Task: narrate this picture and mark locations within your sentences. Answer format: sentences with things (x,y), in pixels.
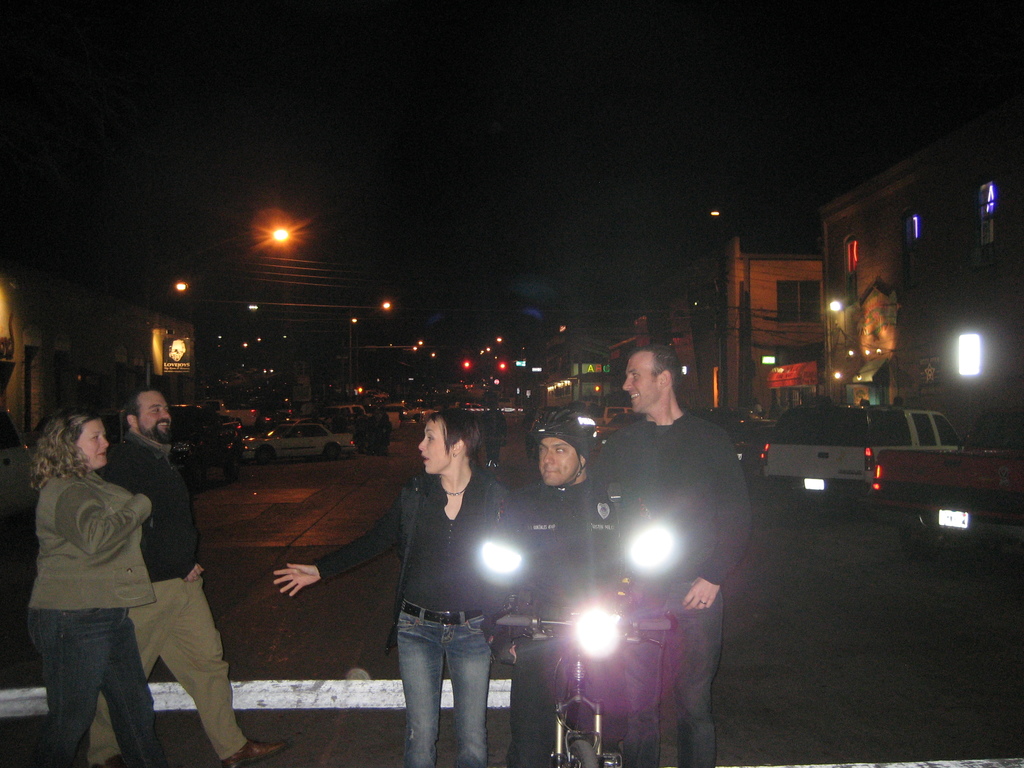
In this image we can see some people (559,545) on the road (761,543). And we can see the vehicles (853,462). And we can see the street lights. And we can see some boards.
